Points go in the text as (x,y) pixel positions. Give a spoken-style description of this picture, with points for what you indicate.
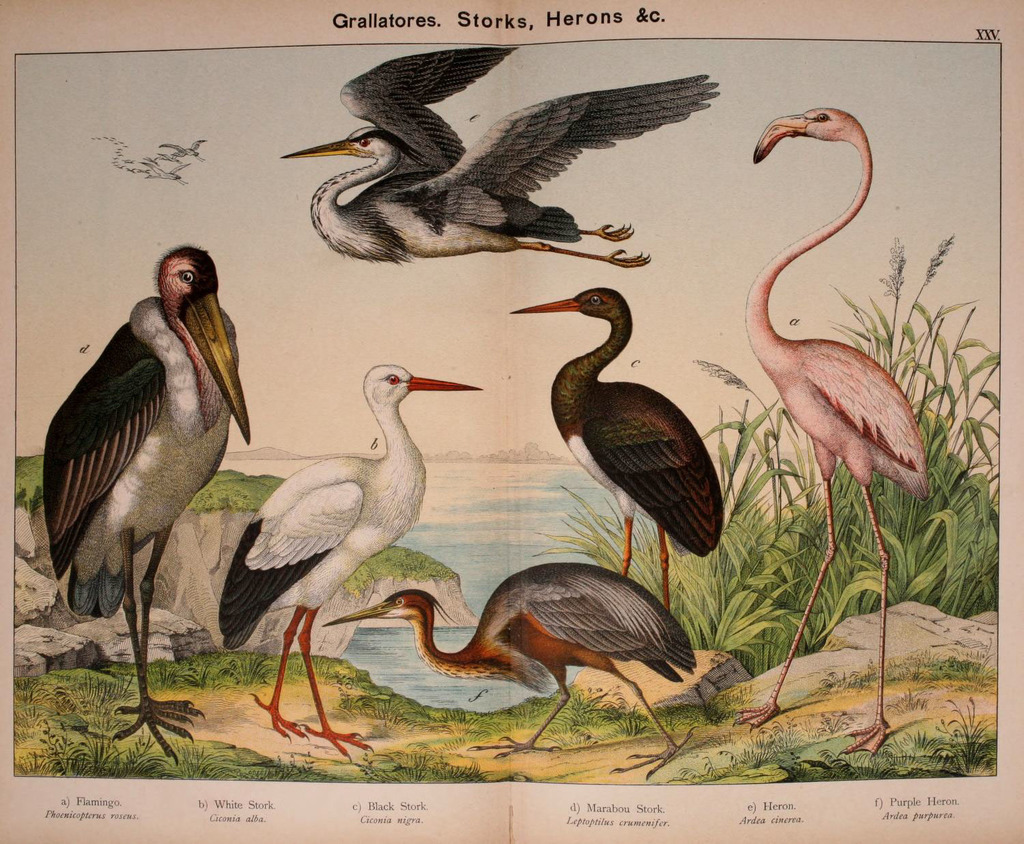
In this image we can see birds (485,639) on the paper (433,677). At the bottom of the image (383,809) there is text (649,816).
